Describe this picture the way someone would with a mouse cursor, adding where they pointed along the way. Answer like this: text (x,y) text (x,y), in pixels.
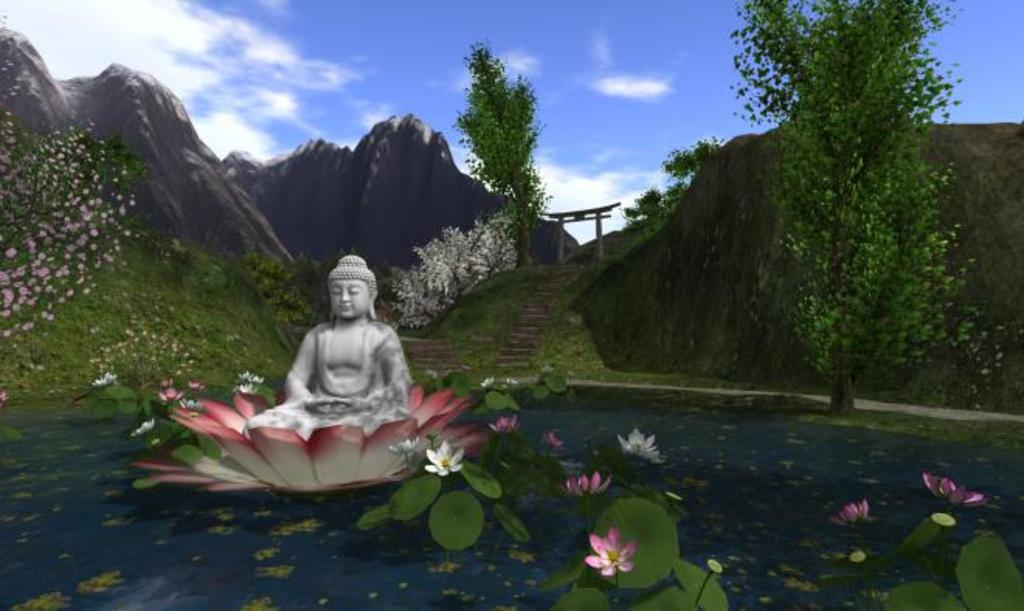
This is an animation image. At the bottom of the image (160,529) there is water (526,525) with lotus plants (657,539) and flowers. In the middle of the water (105,467) there is a big flower (351,459) with a statue (328,354) in it. In the background (198,379) there are hills (687,235) with trees (877,120) and flowers (15,225) and also there are steps (527,339). Behind them there are mountains (333,169) and at the top of the image (601,67) there is sky (452,124).
